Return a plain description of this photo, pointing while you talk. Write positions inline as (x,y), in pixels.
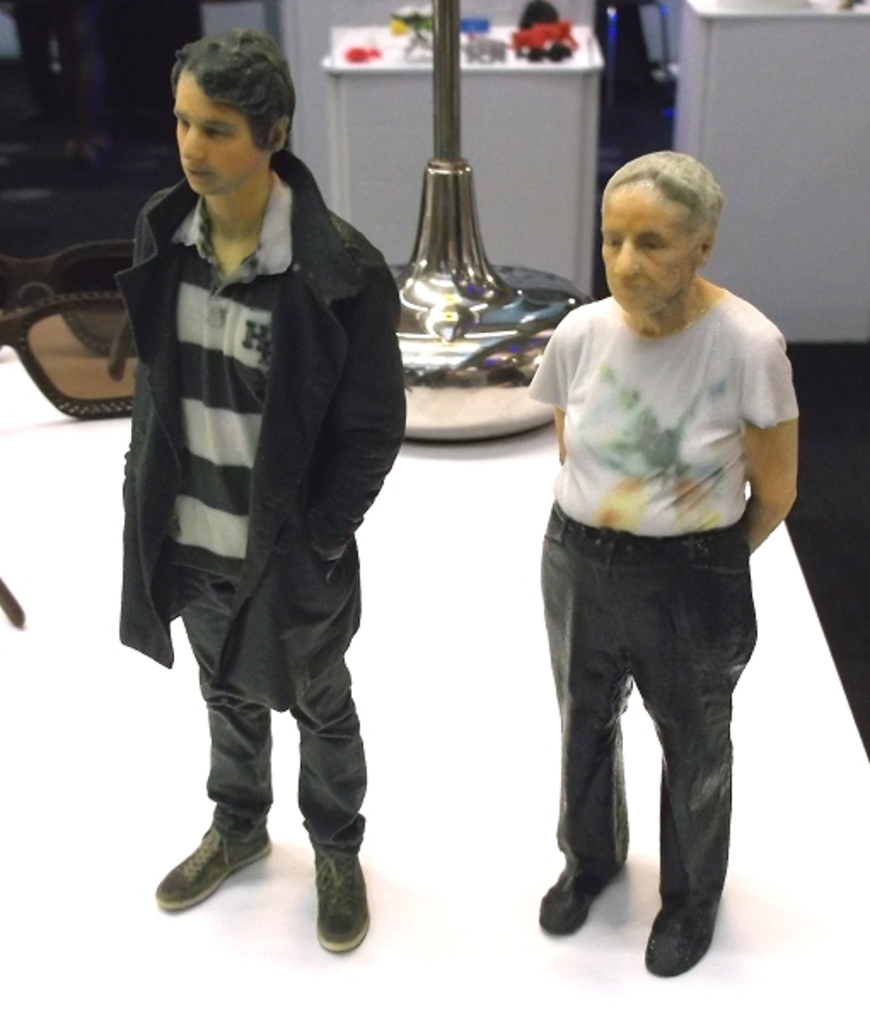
Here in this picture we can see two figures (359,381) present on the table (157,683) over there and behind that we can see goggles (59,354) and some things (477,271) present on it over there and in the far we can see a table (494,90), on which we can see some things (480,39) present in a blurry manner over there.
